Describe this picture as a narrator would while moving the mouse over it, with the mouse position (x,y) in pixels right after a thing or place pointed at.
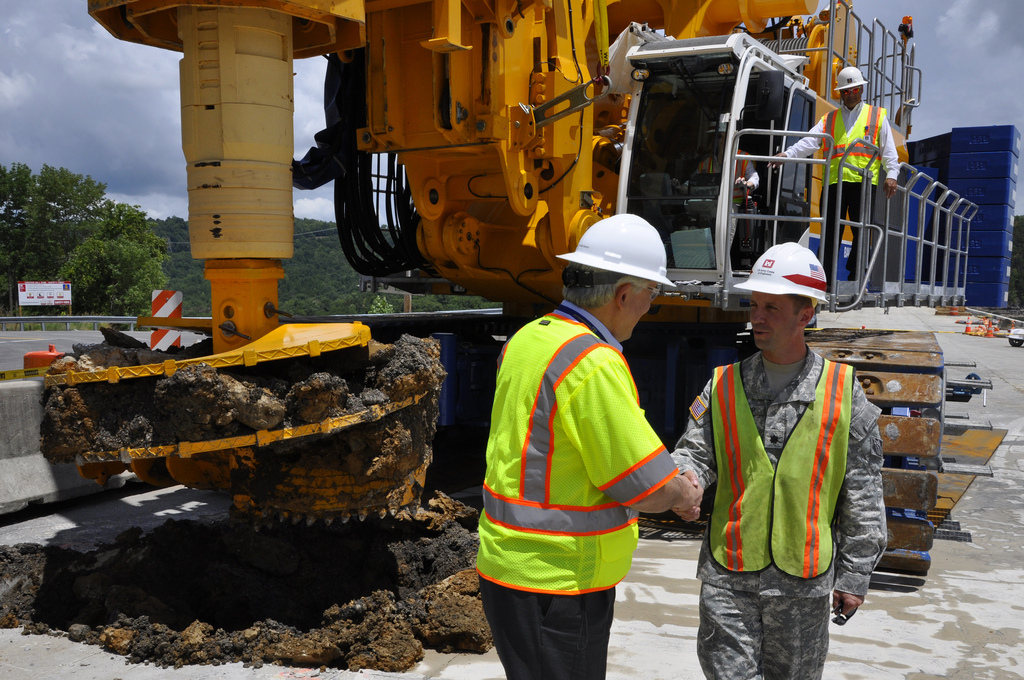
In this image we can see an excavator (281,497) excavating the land (254,530), men (605,557) standing on the floor (891,612), person (849,213) standing on the machine (905,219), hills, building (945,195), trees (116,225), information boards (47,289), traffic cones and sky (95,78) with clouds (78,89).
